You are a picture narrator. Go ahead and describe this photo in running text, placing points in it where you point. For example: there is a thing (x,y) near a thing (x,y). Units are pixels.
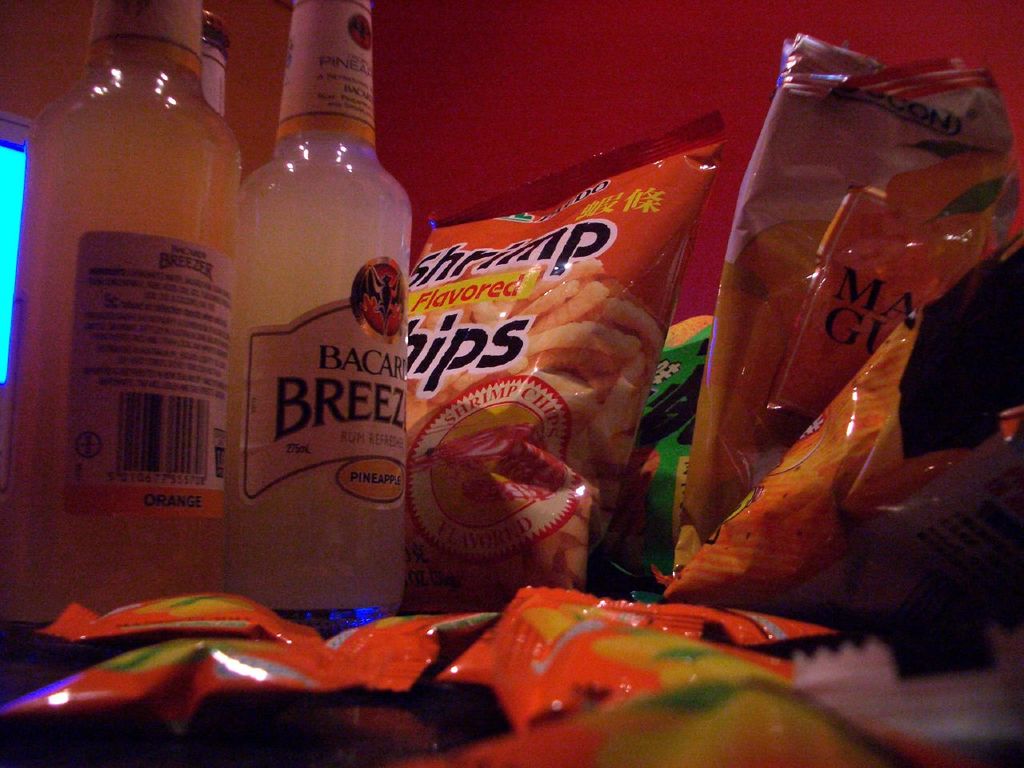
This picture shows two bottles (280,286) and few snacks packets (814,597).
